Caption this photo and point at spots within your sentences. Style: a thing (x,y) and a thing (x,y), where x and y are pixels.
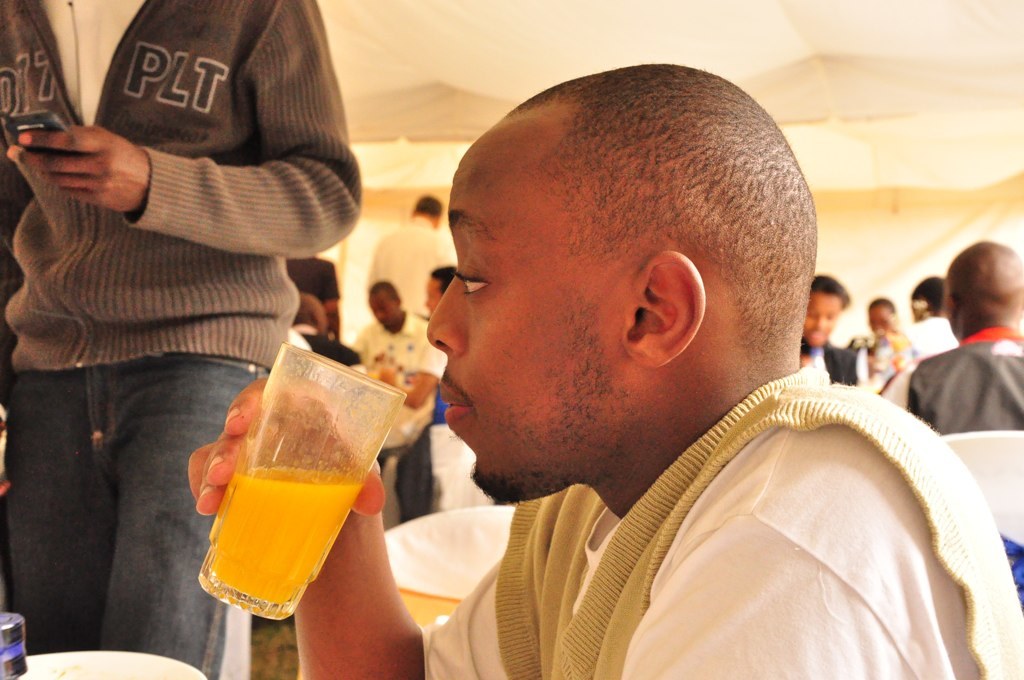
In this image we can see people (560,383) sitting on the chairs (500,550) and some are standing on the floor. Of them one is holding a beverage tumbler (311,478) in the hand (311,392).
